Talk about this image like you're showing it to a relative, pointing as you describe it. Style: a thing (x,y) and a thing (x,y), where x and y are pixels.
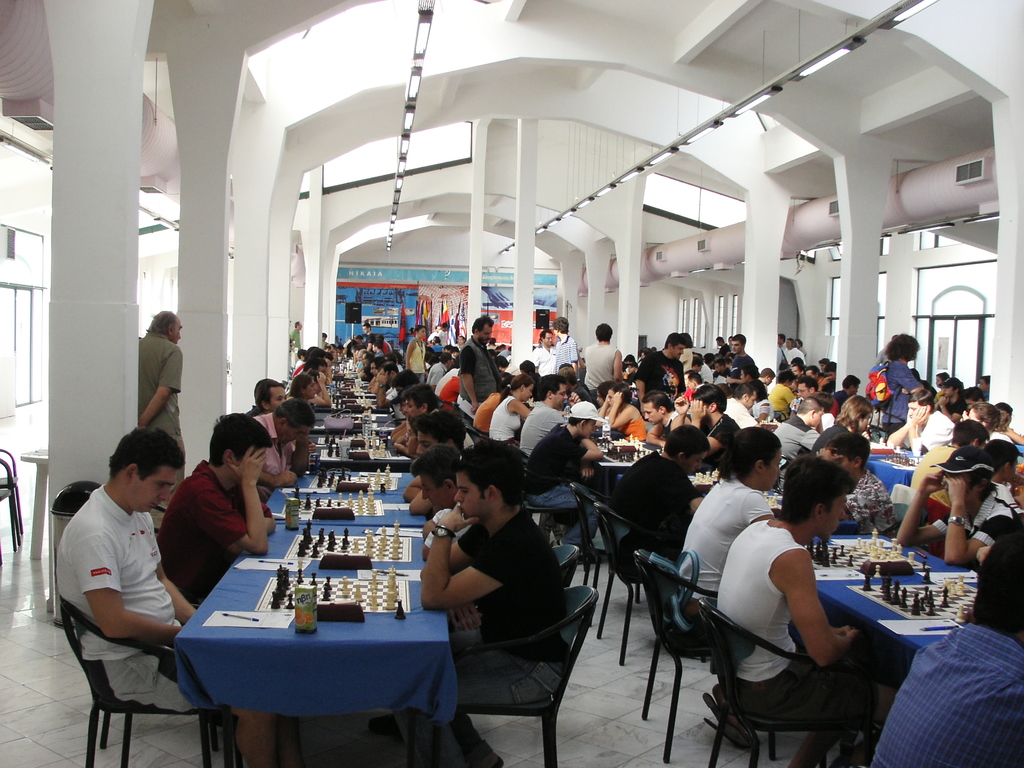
In this picture there are many people (546,471) sitting on the chair (666,568). In front of them there is a table (254,651) with blue cloth (228,645) on it. On the table (362,630) there are chess board (367,591), chess coins (387,593), juice bottle (302,607), paper (270,622), pen (248,620) and clock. To the right (894,267) and left side (256,324) there are pillars (763,305) and windows (24,310) on the both sides. In the background (417,288) there are posters (364,299). And on the top (707,128) there are lights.
